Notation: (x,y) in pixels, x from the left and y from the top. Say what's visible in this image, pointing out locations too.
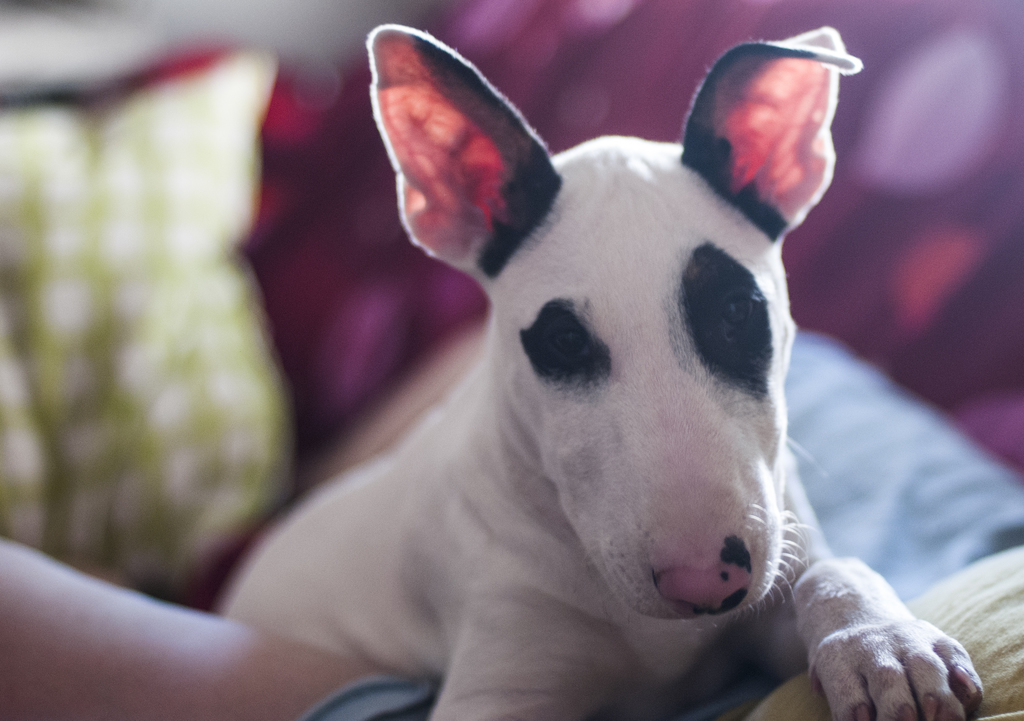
In this image I can see a dog (533,474) on the person's body (74,719), behind that there are some pillows (79,360).
